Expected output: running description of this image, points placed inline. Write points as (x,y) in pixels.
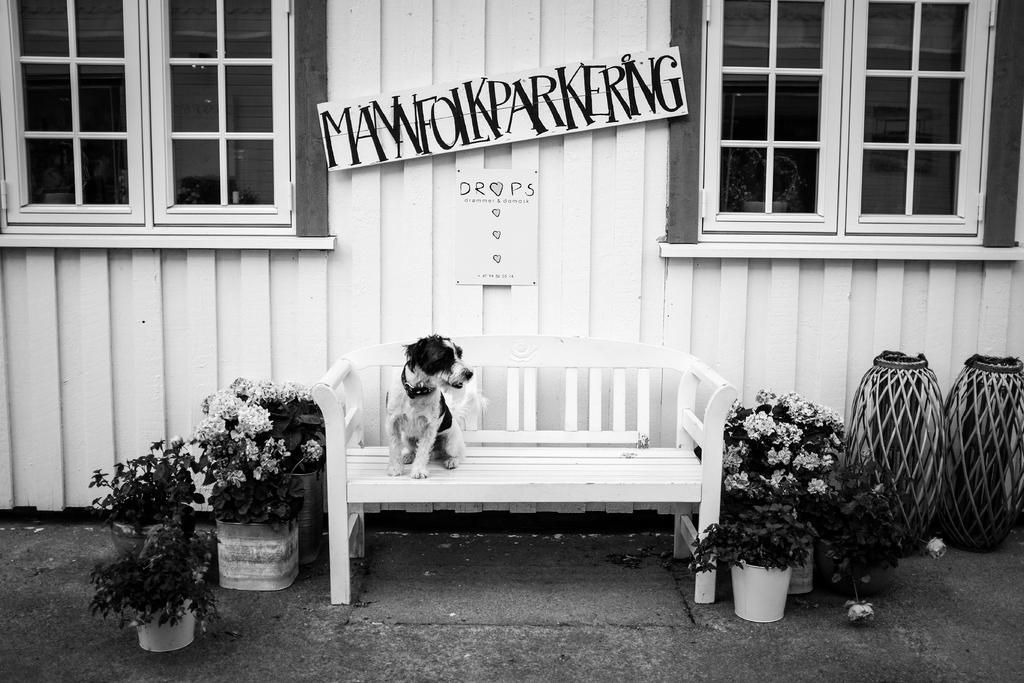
There is a dog (406,441) on the chair (503,441) and we can also see house plants (266,487), window (225,168) and wall (546,264).
